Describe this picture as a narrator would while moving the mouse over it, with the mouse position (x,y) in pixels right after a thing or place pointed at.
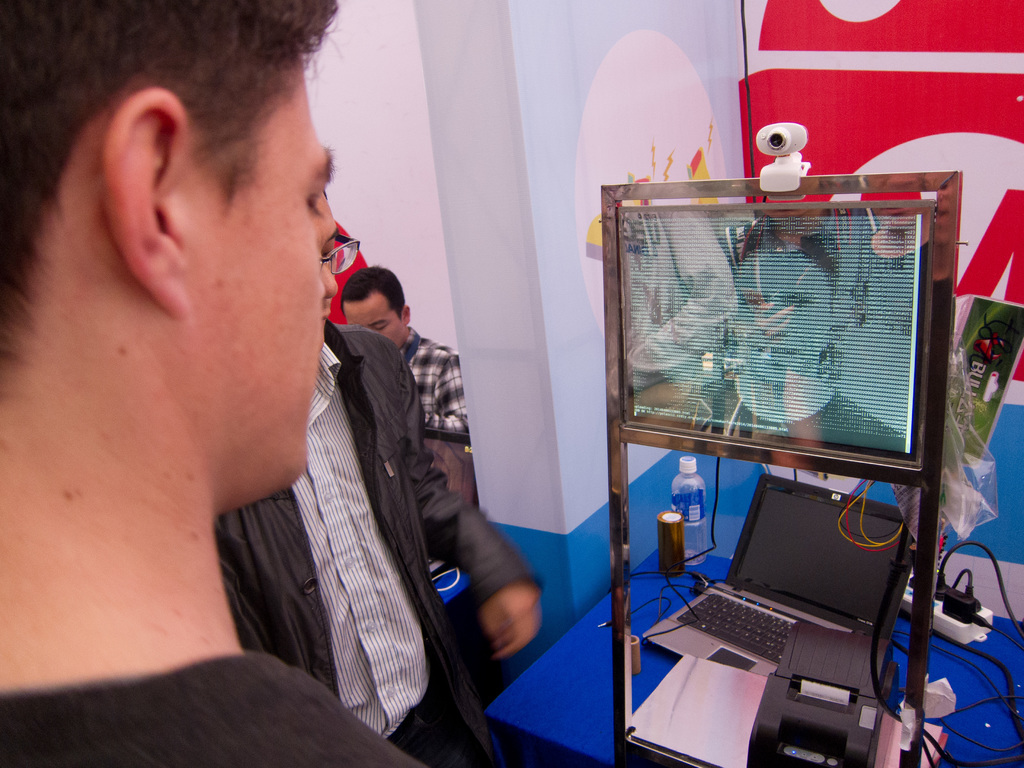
In this image in the front (116,421) there is a person (130,520) standing and in the center (682,413) there is a laptop (843,631), there are wires (674,574), there is a bottle (686,524), there is a screen (781,393), there is a camera (789,171), there are persons (417,404), there is a board (919,110) with some text (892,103) written on it.
